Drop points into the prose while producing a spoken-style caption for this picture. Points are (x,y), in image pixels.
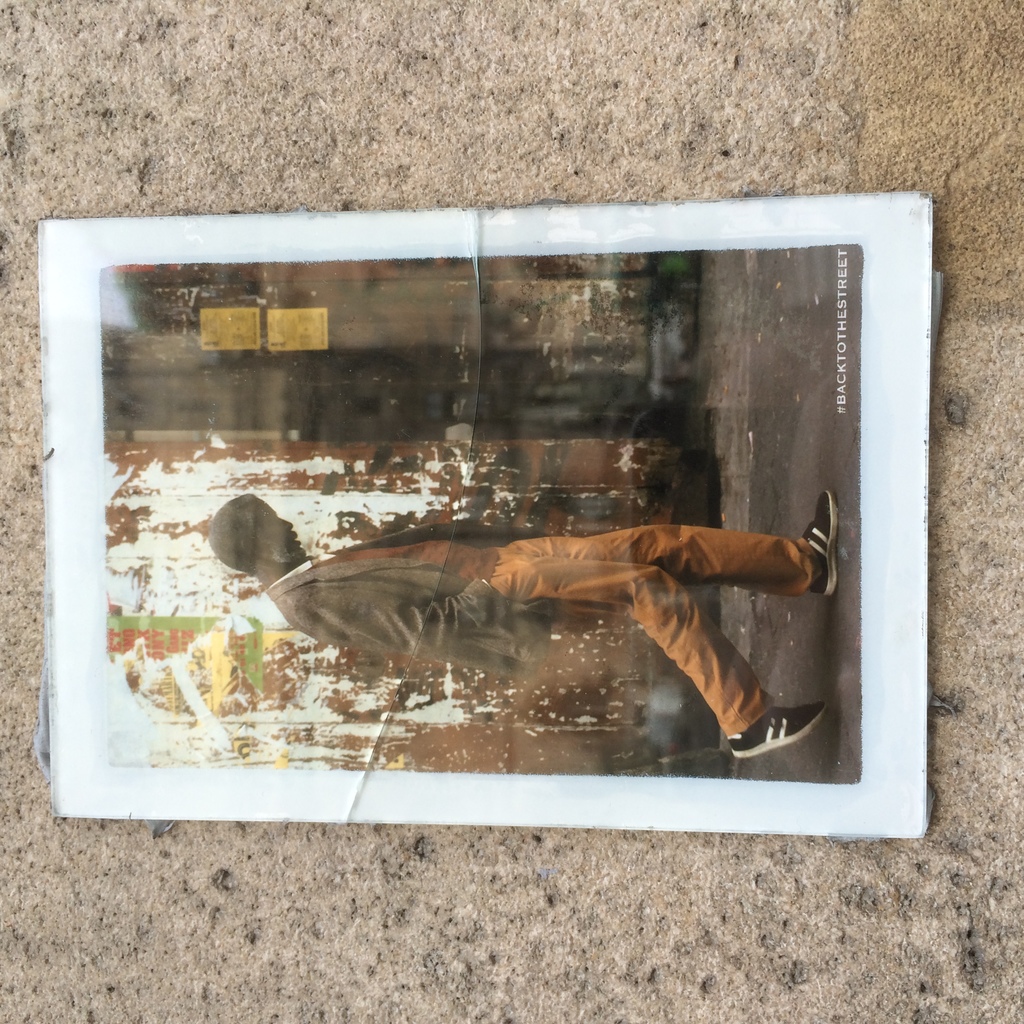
In this image I can see the photo (533,655) of the person (688,638) walking on the road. I can see the person (711,643) is wearing the dress (287,607) and cap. To the side of the person (277,586) I can see some posters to the wall (348,537).
